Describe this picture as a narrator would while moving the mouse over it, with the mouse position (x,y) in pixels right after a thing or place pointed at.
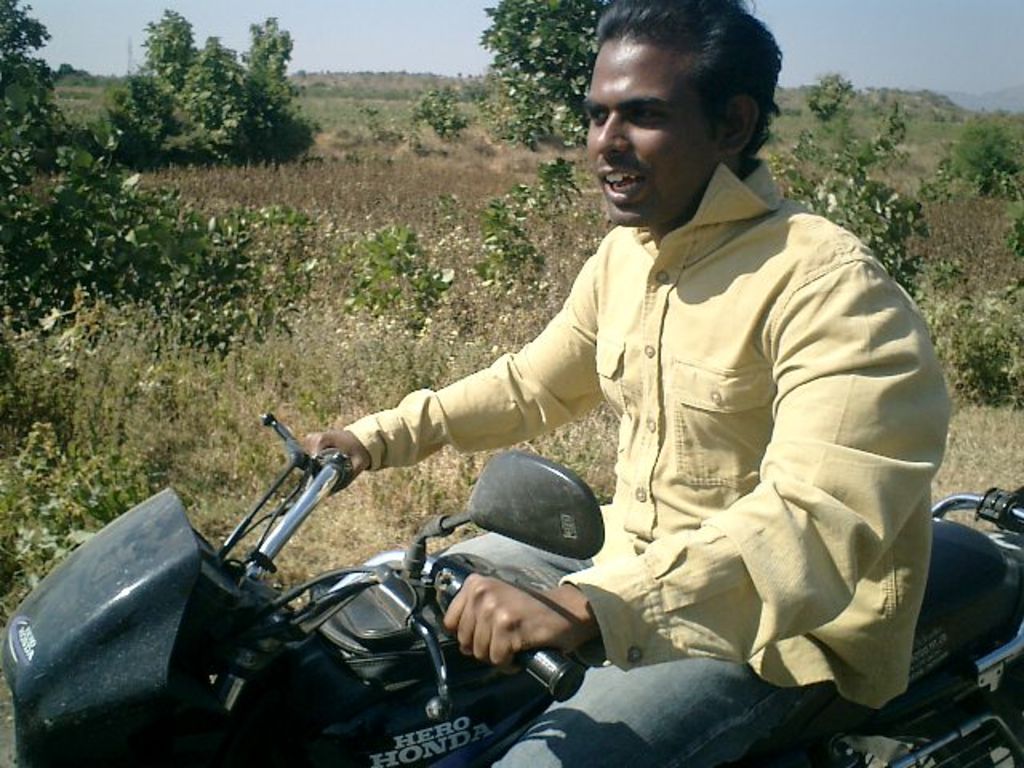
This man (654,244) is riding a motorbike (125,616). Far there are number of trees (47,177).
